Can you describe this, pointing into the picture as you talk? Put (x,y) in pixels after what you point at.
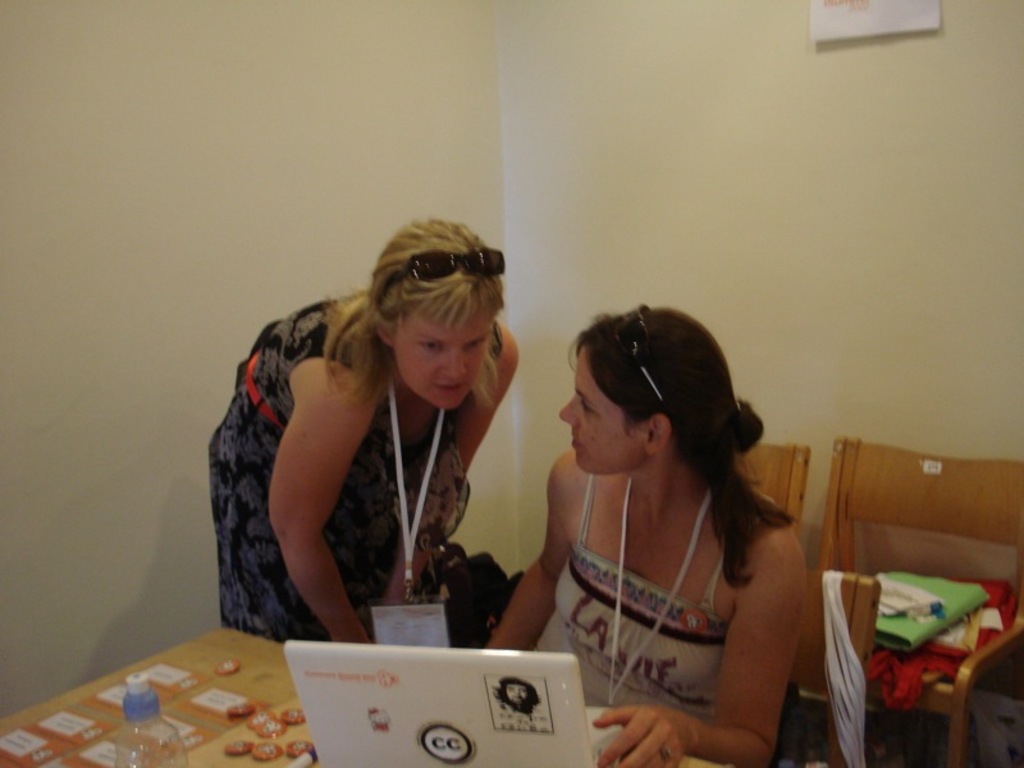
There is one woman (688,602) sitting on the chair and holding a laptop (583,720) at the bottom of this image (547,738). There is one other woman (389,441) standing on the left side of this image (313,432). There is a table (264,662) at the bottom of this image (227,738) and there are chairs (854,547) on the right side of this image (899,492). There is a wall (545,266) in the background (367,253).
